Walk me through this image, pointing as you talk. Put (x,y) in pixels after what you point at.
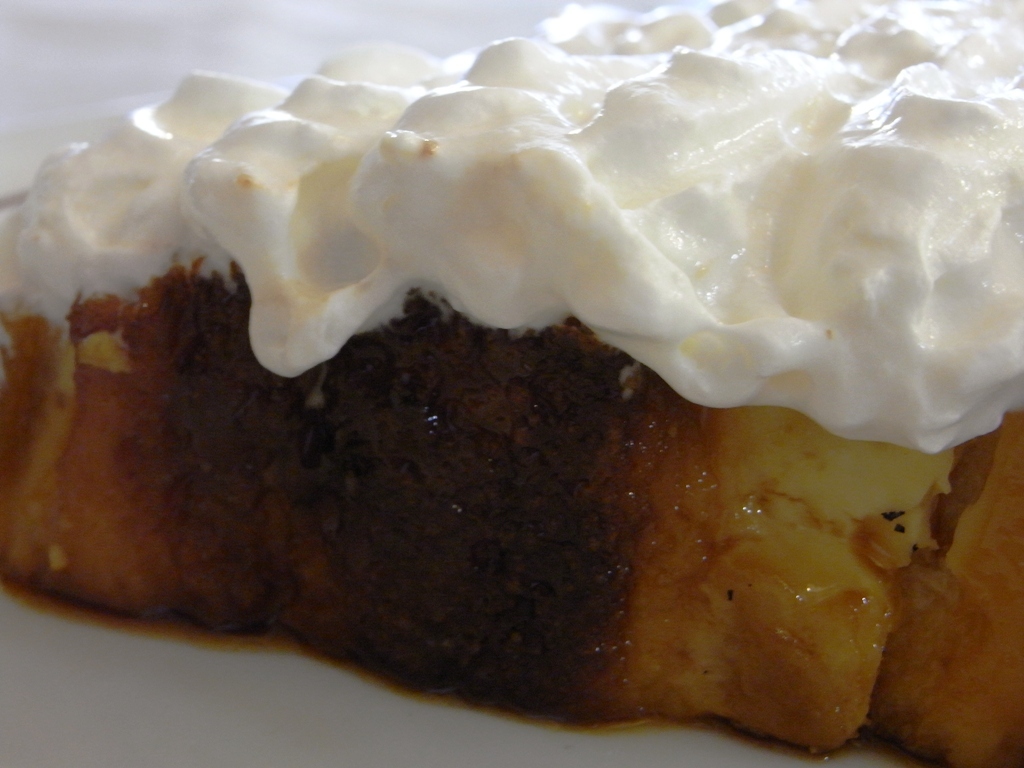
This image consists of a food (573,418) along with the cream (693,255) in white color.
